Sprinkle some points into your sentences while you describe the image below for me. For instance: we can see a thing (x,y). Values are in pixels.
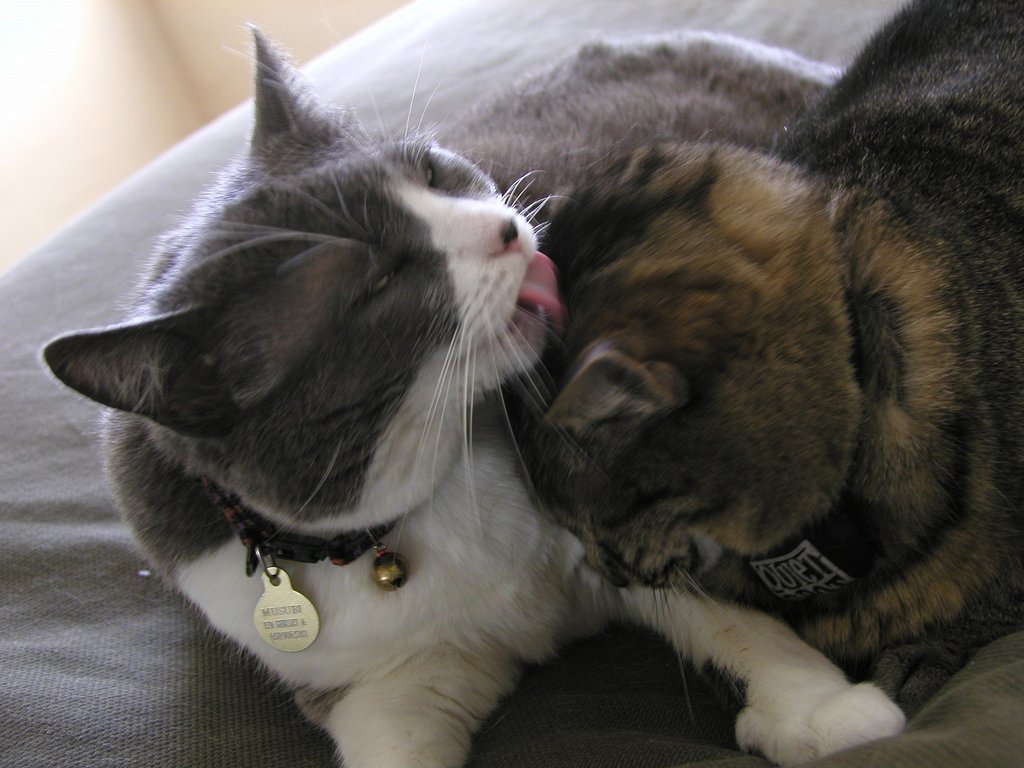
In this image there is a cat (474,278) licking the head (717,288) of another cat (644,206).
